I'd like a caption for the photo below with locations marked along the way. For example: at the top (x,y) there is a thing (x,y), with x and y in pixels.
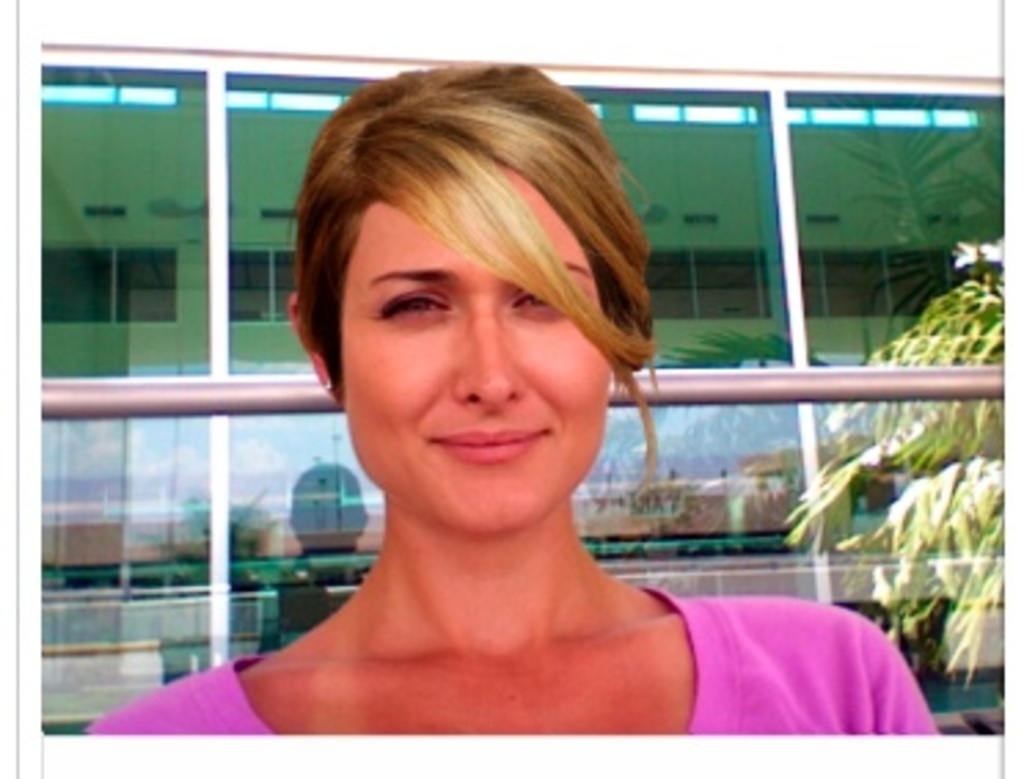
In this image in the foreground (435,397) there is one woman (478,502), and in the background (862,503) there is a building (281,303) and glass doors (762,201) through the doors (277,431) we could see reflection (841,429) of plants (854,416) and some objects (280,567).
